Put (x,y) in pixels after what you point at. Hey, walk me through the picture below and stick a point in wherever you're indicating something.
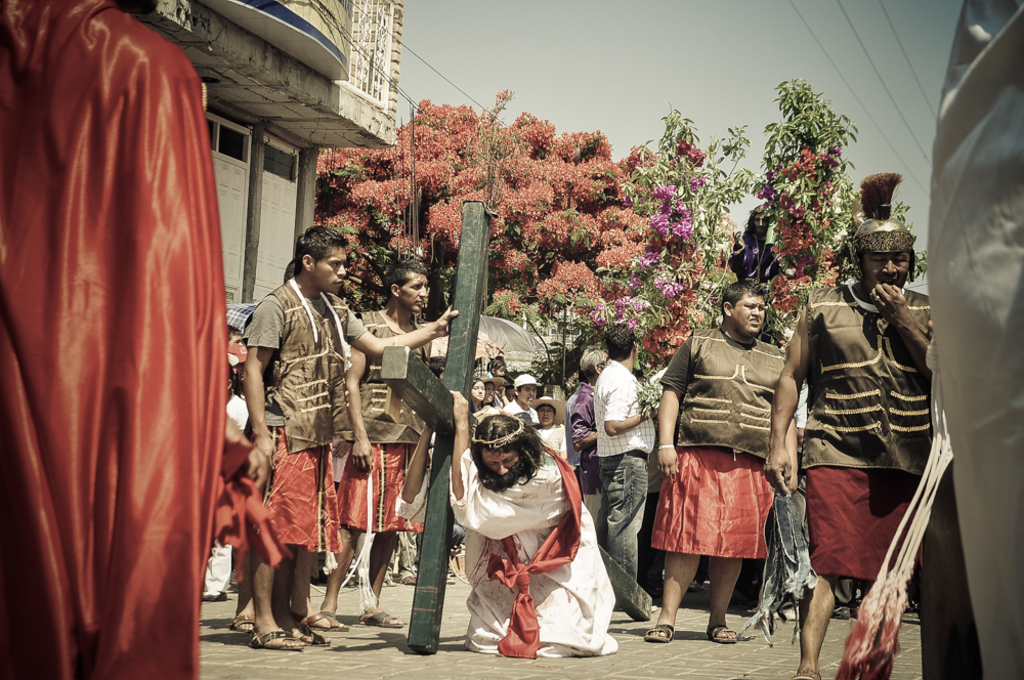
In the image we can see there are many people (782,402) around, they are wearing clothes (724,428) and slippers (648,637). This is a cross symbol (435,398), this is a building (315,164), trees (496,139), electric wires (868,55) and a sky (618,42), this is a footpath (650,663).
